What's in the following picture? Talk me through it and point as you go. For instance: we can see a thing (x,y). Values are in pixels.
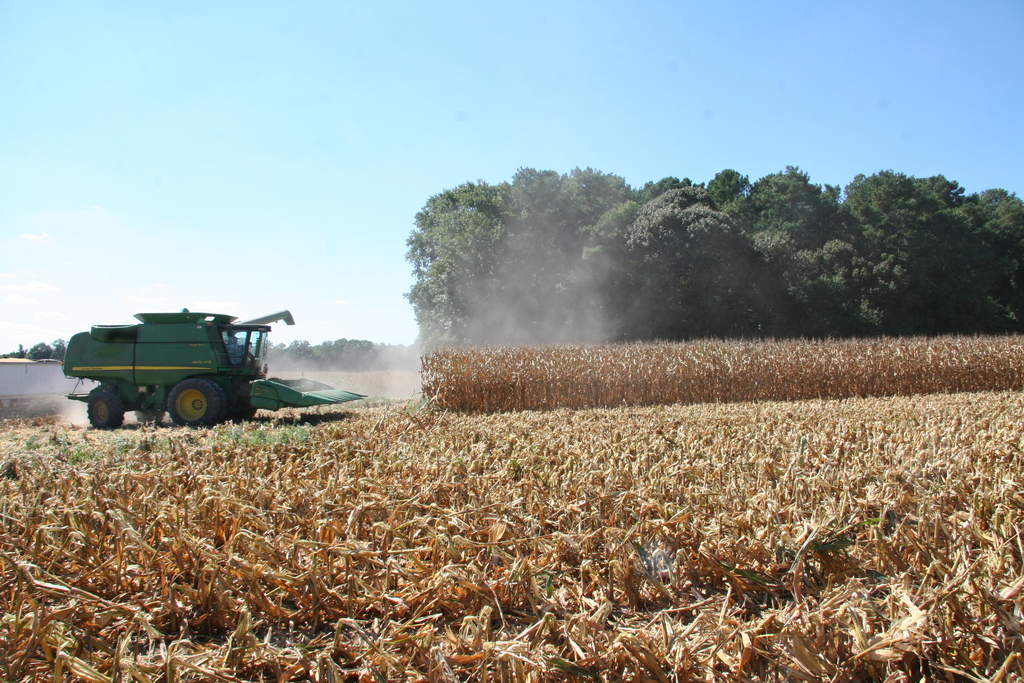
In this image at the bottom (308,499) there are some plants (263,446), and on the left side of the image (162,390) there is one vehicle (219,361). And in the background (641,271) there are trees (521,247) and one house (50,372), at the top (223,131) there is sky (290,161).
